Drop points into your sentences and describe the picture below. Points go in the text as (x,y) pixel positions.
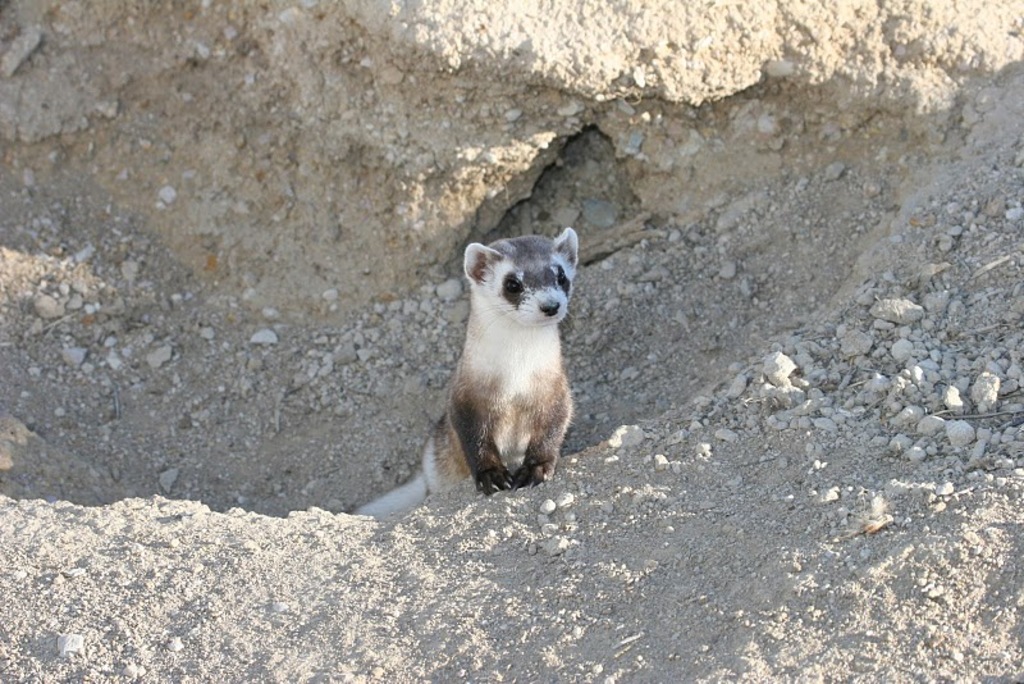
In this image we can see an animal (538,398) and some stones (551,536) on the ground (199,409).
